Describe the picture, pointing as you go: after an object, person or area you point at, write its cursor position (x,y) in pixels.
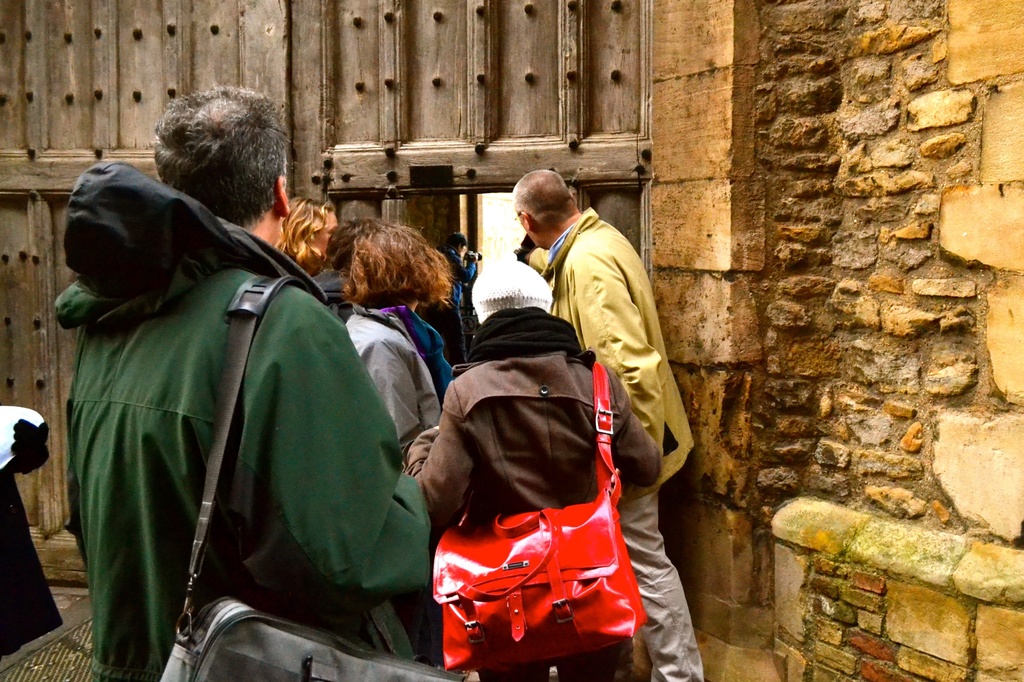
In this picture I can observe some people (319,268). There are men (113,343) and women (364,292) in this picture. On the right side (815,283) I can observe a stone wall (765,254). In the background (229,35) there is a door (197,62).
